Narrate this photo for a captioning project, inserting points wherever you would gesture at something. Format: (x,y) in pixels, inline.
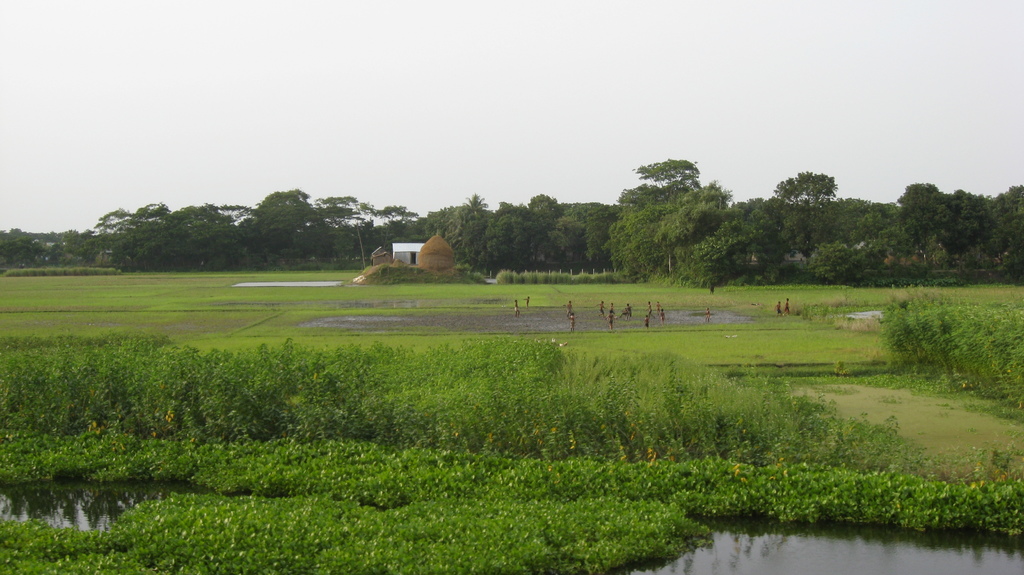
In this image I can see plants (574,493), grass (333,312), water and a group of people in the farm (602,330). In the background (576,244) I can see trees (486,258), houses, fence (568,279) and the sky (379,139). This image is taken may be in a farm (548,299) during a day.
